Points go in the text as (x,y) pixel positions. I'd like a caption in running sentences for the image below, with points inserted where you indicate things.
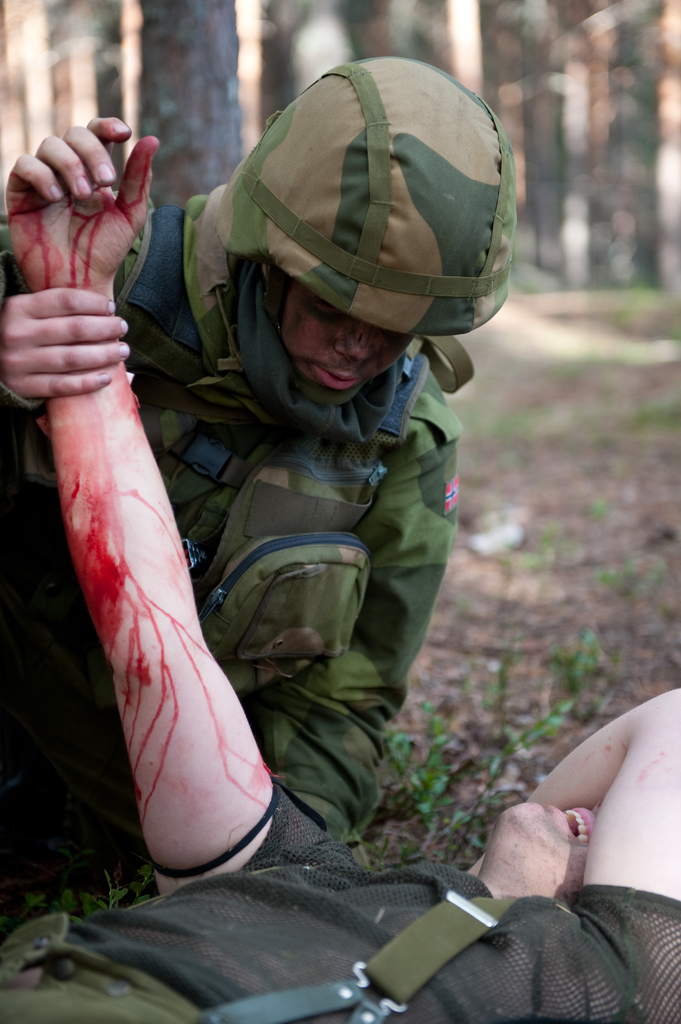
In this image we can see two persons (369,955), one of them is lying on the ground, his hand (58,240) is bleeding, second person (172,454) is holding another person's hand (145,451), also we can see the trees (16,18), and the background (237,135) is blurred.
